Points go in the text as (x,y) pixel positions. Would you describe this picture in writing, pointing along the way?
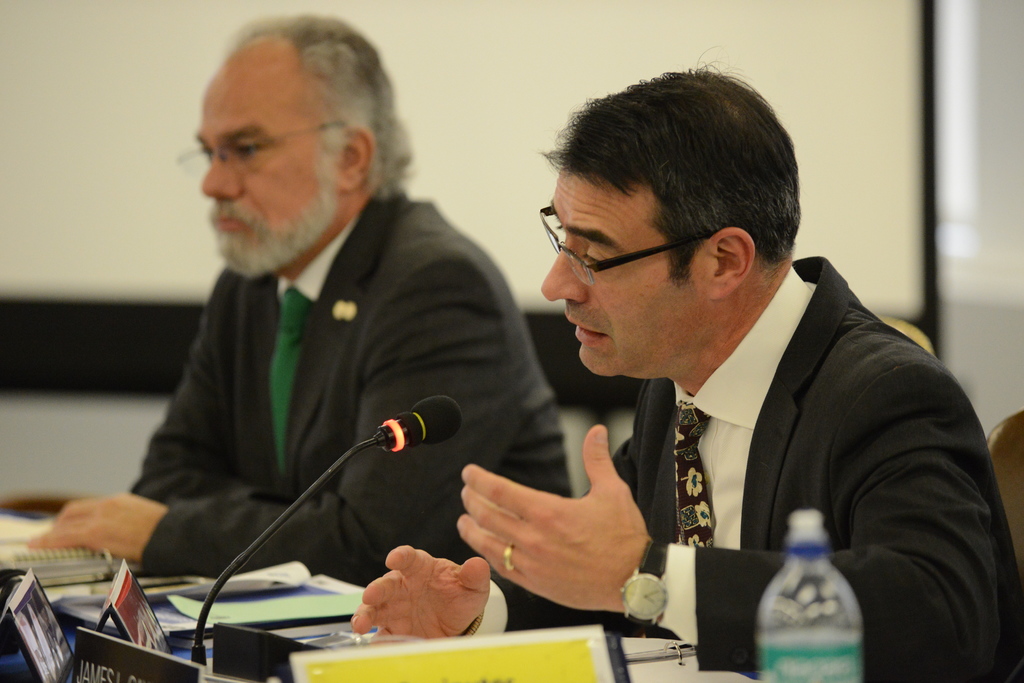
In this picture there is a man (744,391) who is wearing spectacle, suit (666,413) and watch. He is sitting on the chair (1010,470), beside him there is a table (492,660). On the table (492,678) we can see a name plates (479,670), mic (395,437), papers (238,607), books (648,666), water bottle (794,634), files (660,676) and other objects (114,619). On the left (312,196) there is another man (203,158) who is wearing spectacles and suit (408,351). In the background (446,129) there is a projector screen (479,159), beside that there is a wall (575,414). On the right (994,77) background (970,147) there is a window blind (989,148).
